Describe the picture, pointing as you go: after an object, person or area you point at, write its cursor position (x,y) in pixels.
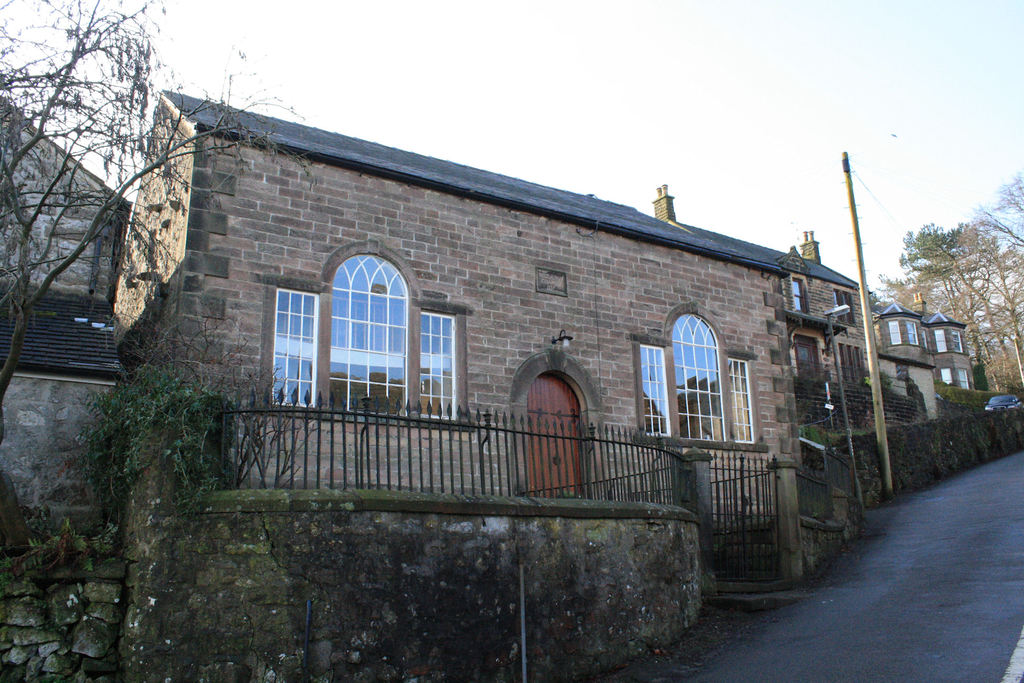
In the center of the image (353,327) there is a house (445,458). There is a road (782,627). There are trees (987,253). There is a electric pole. There is a fencing (664,440) with wall (319,648).
